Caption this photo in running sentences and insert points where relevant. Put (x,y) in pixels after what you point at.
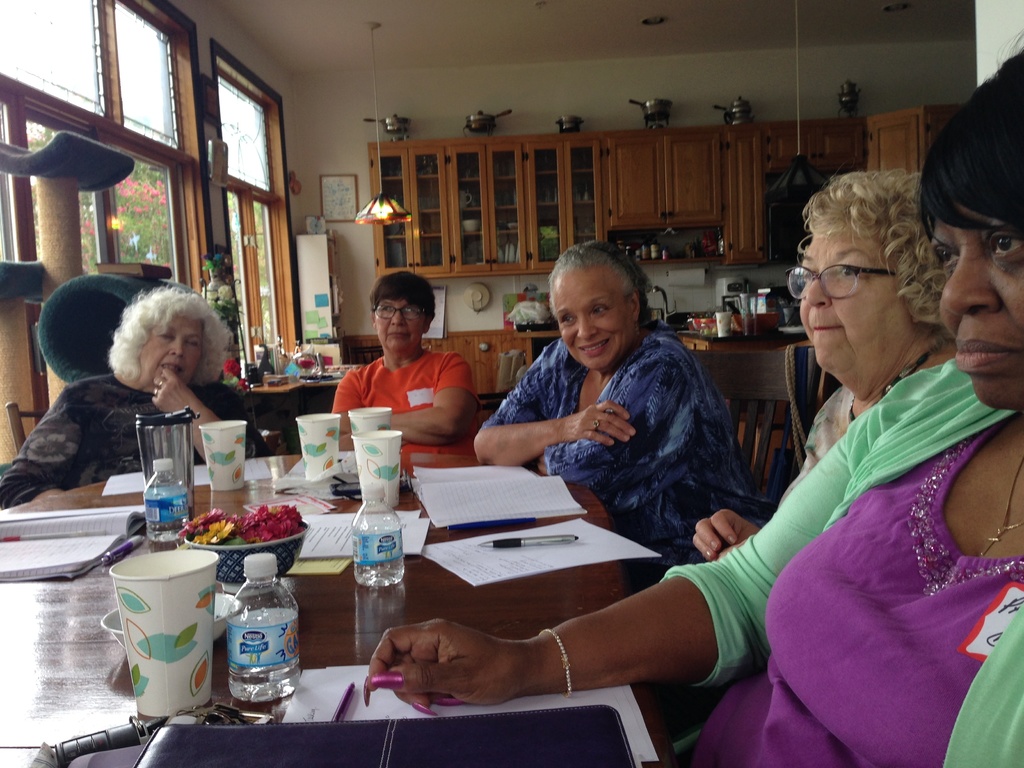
In this picture, we see five women (433,375) are sitting on the chairs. In front of them, we see a table (397,602) on which papers (563,559), books (527,506), pens (490,525), water bottle (378,504), glasses (165,586), a bowl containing flowers (252,540), flask (182,471) and a file (225,729) are placed. Behind them, we see a countertop (699,334) on which glass (720,315) and some objects (697,316) are placed. On the left side (282,285), we see glass windows (116,219) and doors (271,254) from which we can see trees (157,237). Beside that, we see a flower vase (226,303) and a table (287,386) on which water bottle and some objects (276,373) are placed. In the background (392,250), we see the cupboard (446,231) in which bowls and vessels (506,185) are placed. At the top of the picture (479,46), we see the ceiling (351,26) of the room (389,87). Beside the cupboard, we see a wall (329,161) on which photo frame (334,178) is placed.
